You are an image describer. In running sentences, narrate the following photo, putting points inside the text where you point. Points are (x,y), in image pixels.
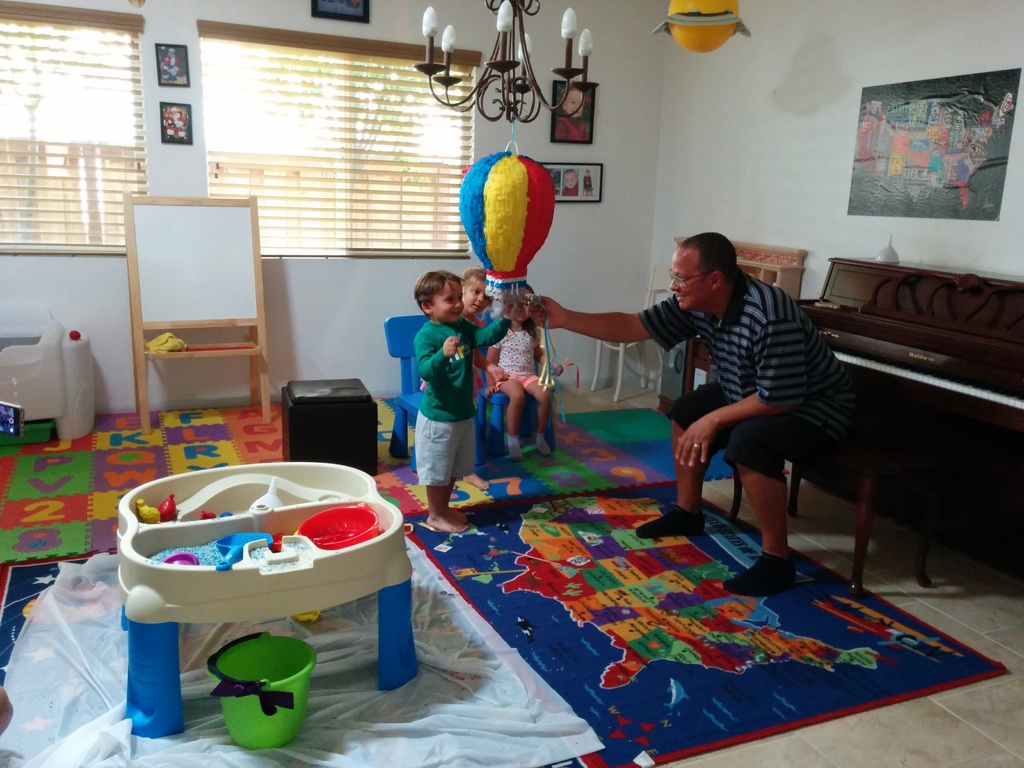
In this image, there are three kids (514,382) wearing colorful clothes (445,392). These two kids (521,330) are sitting in a chair (402,333) in front of this wall (376,297). There is a window (366,174) behind these kids (539,363). This person (736,360) is sitting in a stool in front of this wall (838,223). There is a table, bucket (256,730) and carpet (613,691) on the ground (659,684). There is a board (203,261) in front of this wall (182,168). There is a light (536,85) at the top (536,82). There are some photo frames (584,132) attached to the wall (752,74).
